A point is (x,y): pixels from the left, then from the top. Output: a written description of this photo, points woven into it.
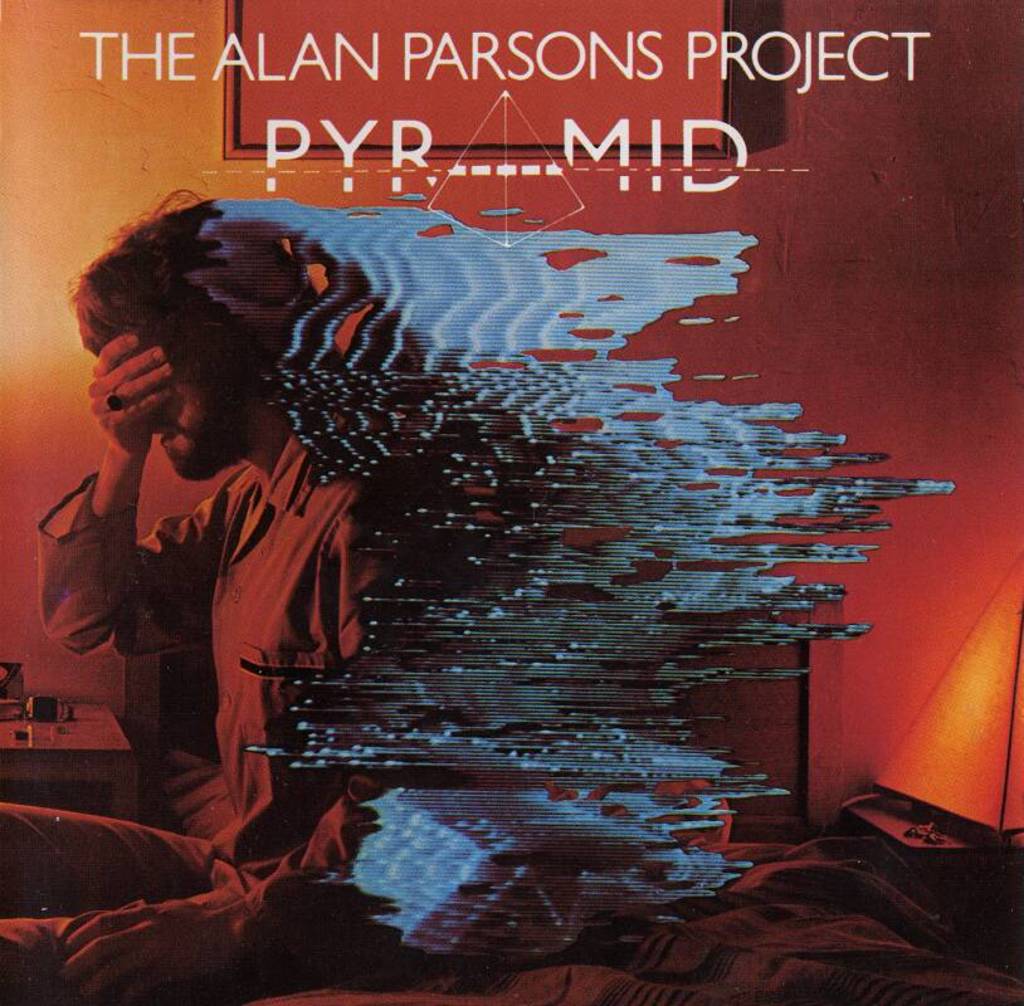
In this image I can see a person (274,672) on bed (254,961), table (928,854), some objects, wall (49,652) and text (571,76). This image looks like an edited photo.
